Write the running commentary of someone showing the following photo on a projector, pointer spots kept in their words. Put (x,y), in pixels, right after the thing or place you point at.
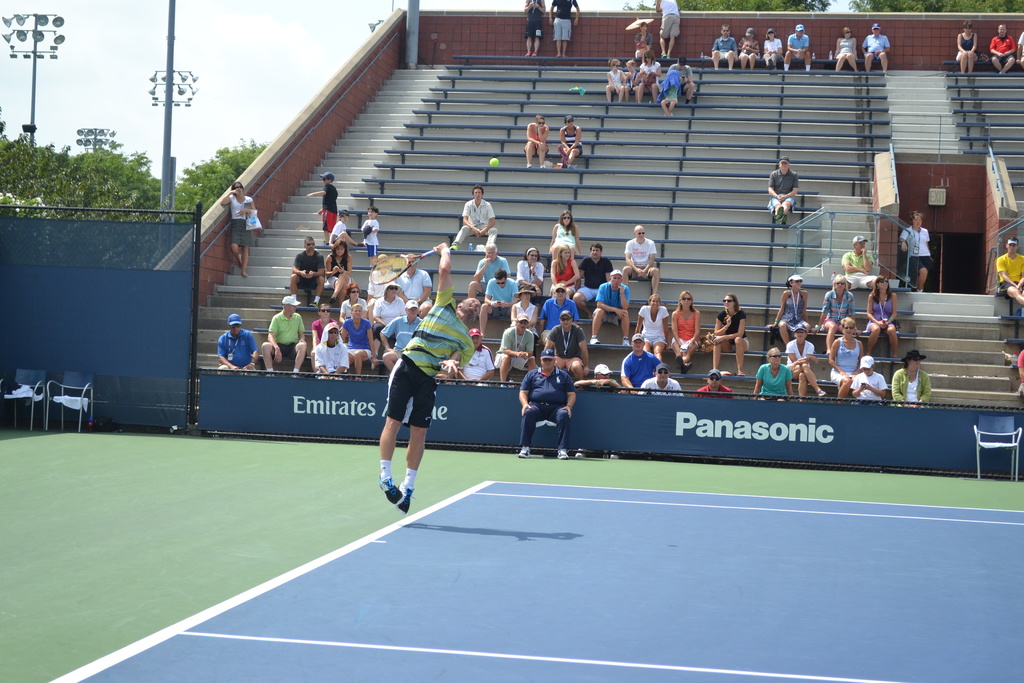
In this picture we can see a man (400,406) is jumping and holding a tennis racket (397,271) and the man (436,310) is trying to hit a ball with the tennis racket (392,258). Behind the man (437,294) there is a board (360,407), chairs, some people (409,296) are sitting and some people (530,39) are standing. On the left side of the people (470,217) there are trees (39,172) and poles (34,92) with lights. Behind the trees (143,183) there is the sky (238,18).
